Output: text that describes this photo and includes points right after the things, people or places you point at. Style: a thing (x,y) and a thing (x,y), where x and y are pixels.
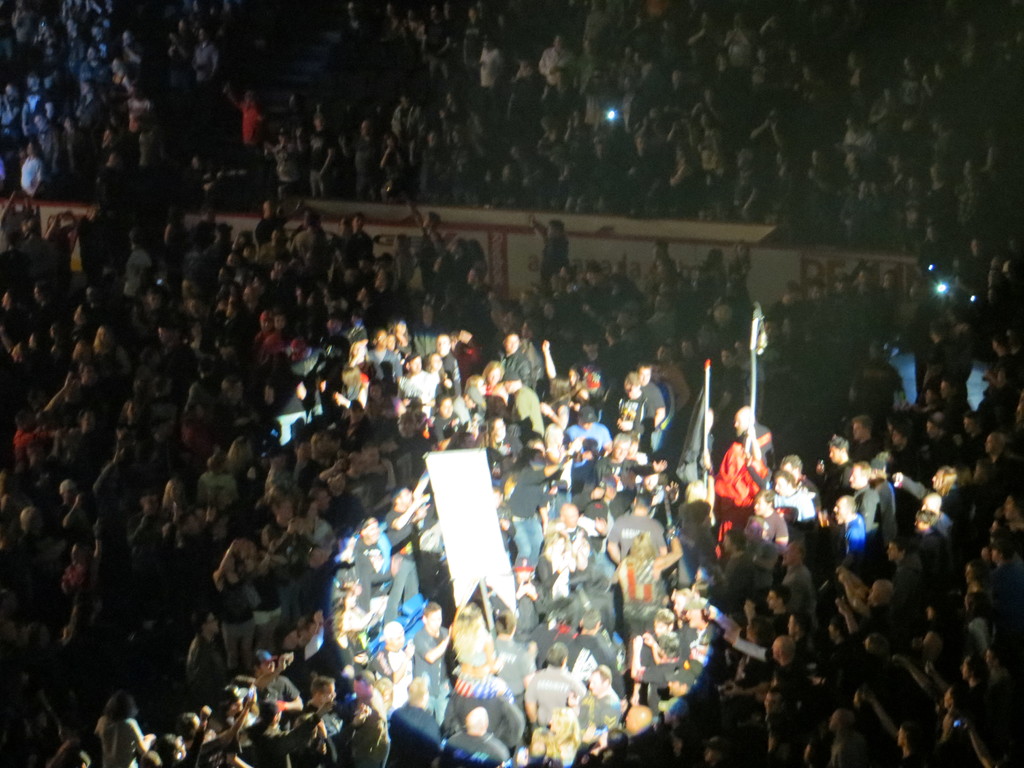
This picture describes about group of people (832,455), few people (749,404) holding flags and we can see few lights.
